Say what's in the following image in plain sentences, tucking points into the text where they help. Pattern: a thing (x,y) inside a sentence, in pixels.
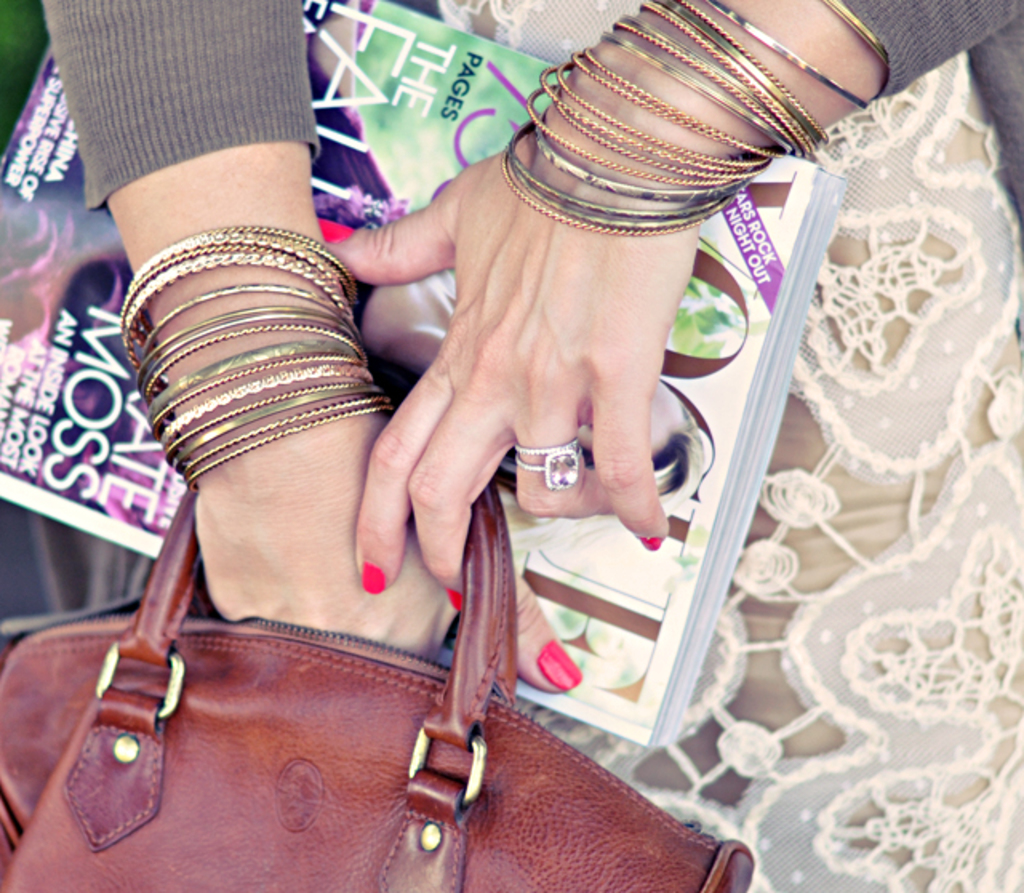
In this image there is a person (226,479) wearing bangles (618,43) and ring (552,478) to her hand (407,514) is holding a bag (350,676) of brown colour and a book (436,26).
